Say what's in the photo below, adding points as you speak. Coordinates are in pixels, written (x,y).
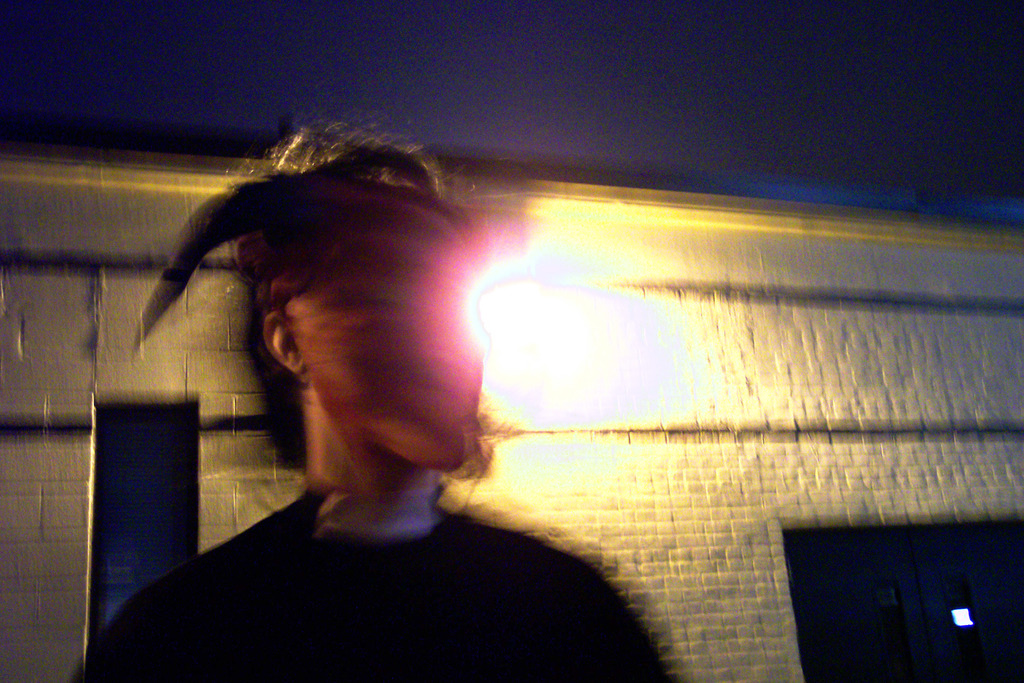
In this picture there is a person (383,633) and we can see building (803,520) and light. In the background of the image (700,96) we can see the sky (715,115).
